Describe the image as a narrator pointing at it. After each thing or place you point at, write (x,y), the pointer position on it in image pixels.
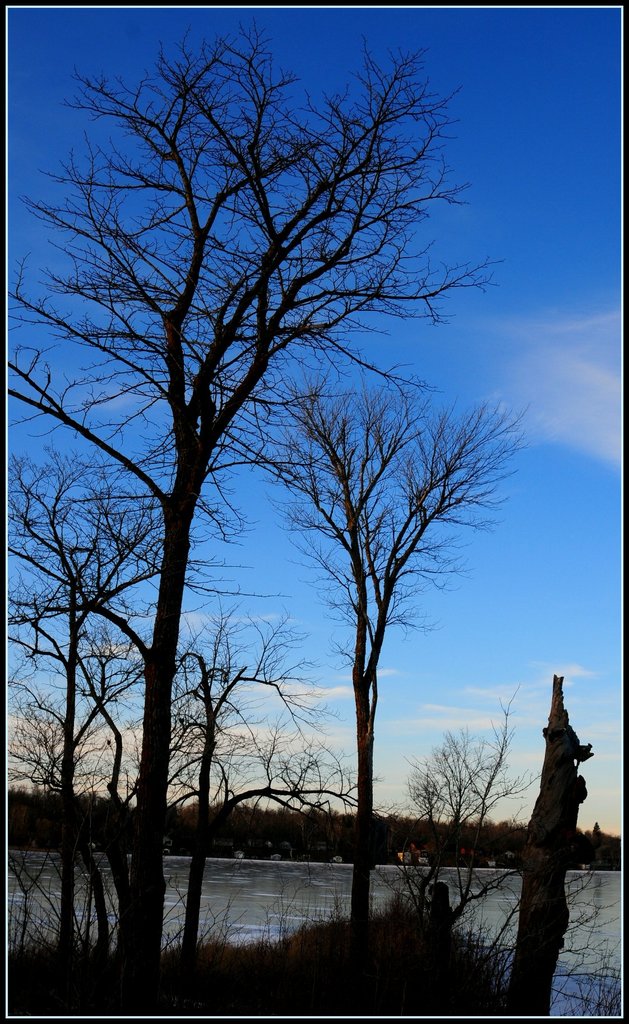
In the picture I can see grass (422,939), dry trees (76,589), water (211,902) and the blue color sky (614,808) with clouds (113,763) in the background (288,712).
